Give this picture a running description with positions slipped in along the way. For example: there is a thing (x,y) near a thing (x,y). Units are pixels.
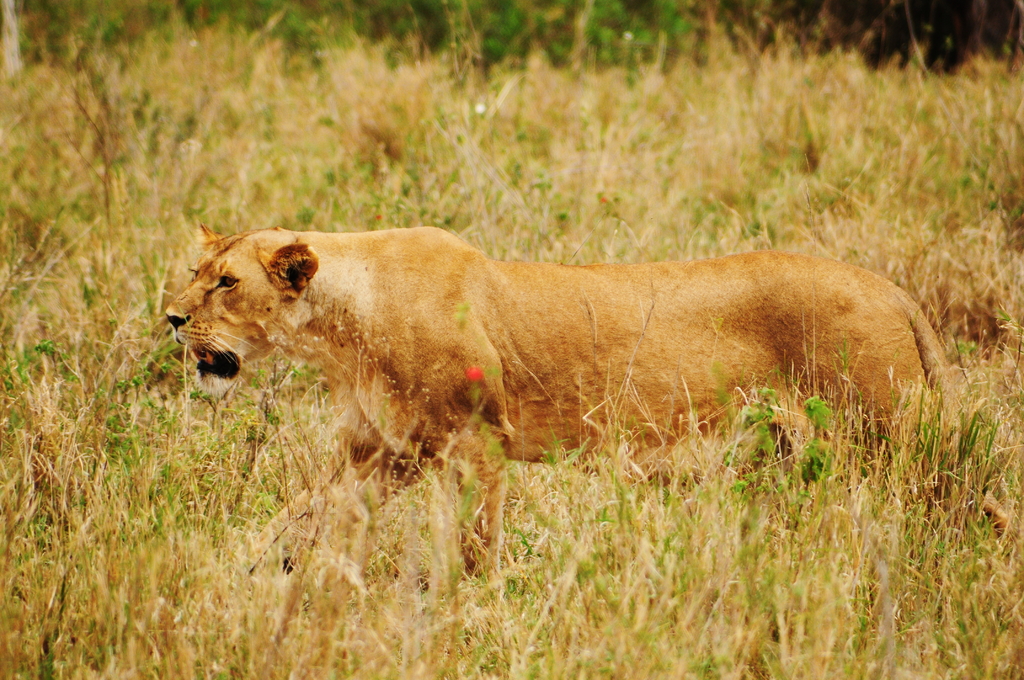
In this picture we can see an animal (498,369) on the ground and in the background (752,44) we can see plants (731,80).
